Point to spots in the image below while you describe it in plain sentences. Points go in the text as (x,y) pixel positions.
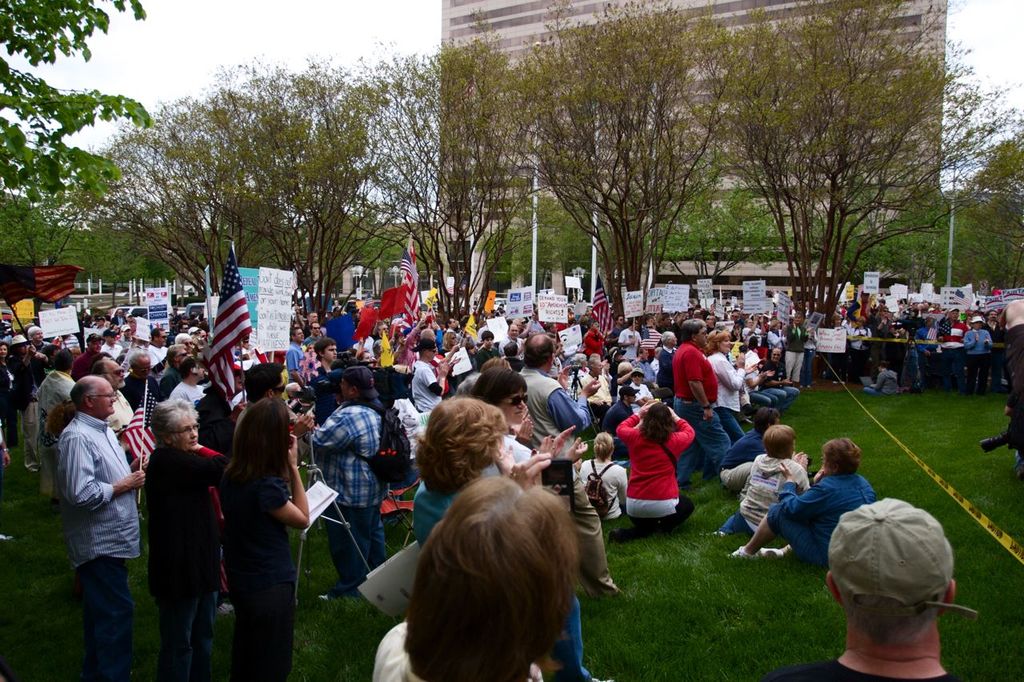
In this image I can see some people (297,337) are holding the boards (550,300) with some text (658,301) written on it. In the background (564,238), I can see the trees (545,162) and a building (498,31).
